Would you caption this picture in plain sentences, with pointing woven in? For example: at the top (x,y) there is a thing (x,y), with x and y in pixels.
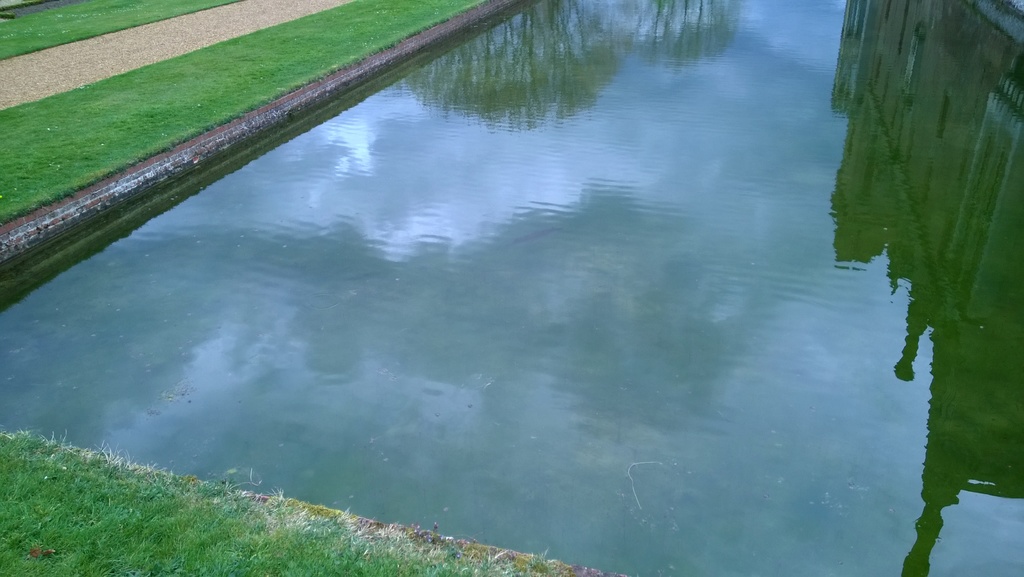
In this picture, we can see the ground (62,200) with grass (19,207), and we can see water (522,193), and we can see some reflections (495,243) on water (471,349).
